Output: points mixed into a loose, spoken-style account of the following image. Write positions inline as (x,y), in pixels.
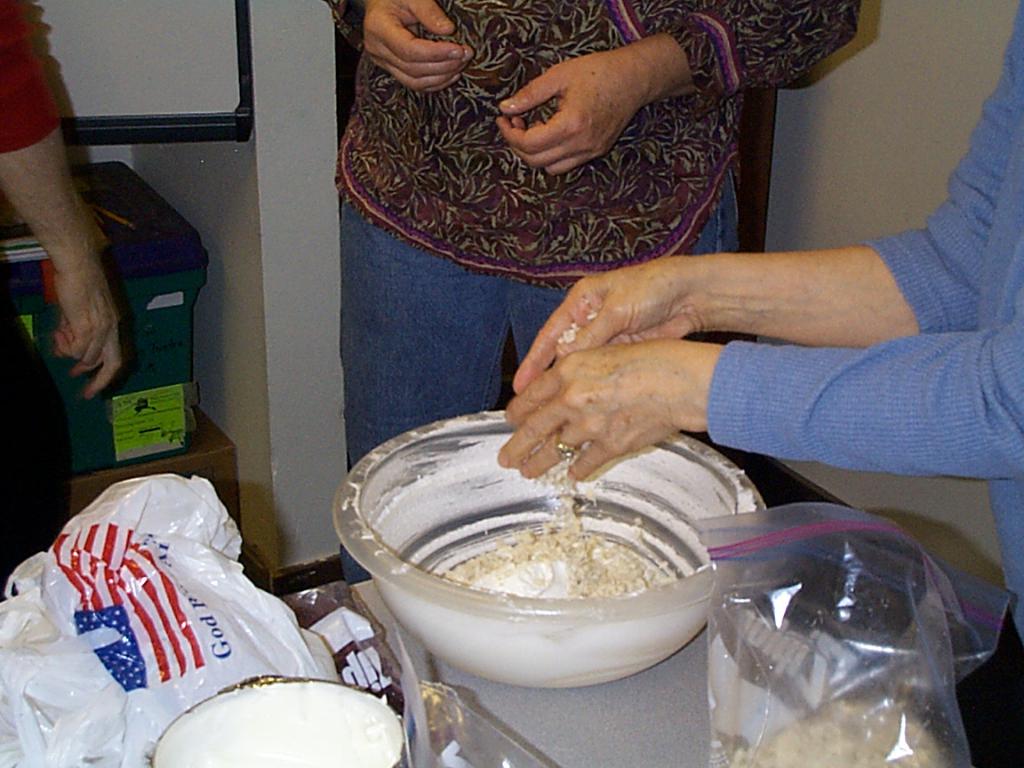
In this image we can see a woman (571,242) standing beside a table (641,673) containing a bowl (582,677) with some food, some covers (721,584) and a bowl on it. We can also see some people (554,254) standing, a wall (275,273) and a container (125,392) placed on the surface (168,462).
